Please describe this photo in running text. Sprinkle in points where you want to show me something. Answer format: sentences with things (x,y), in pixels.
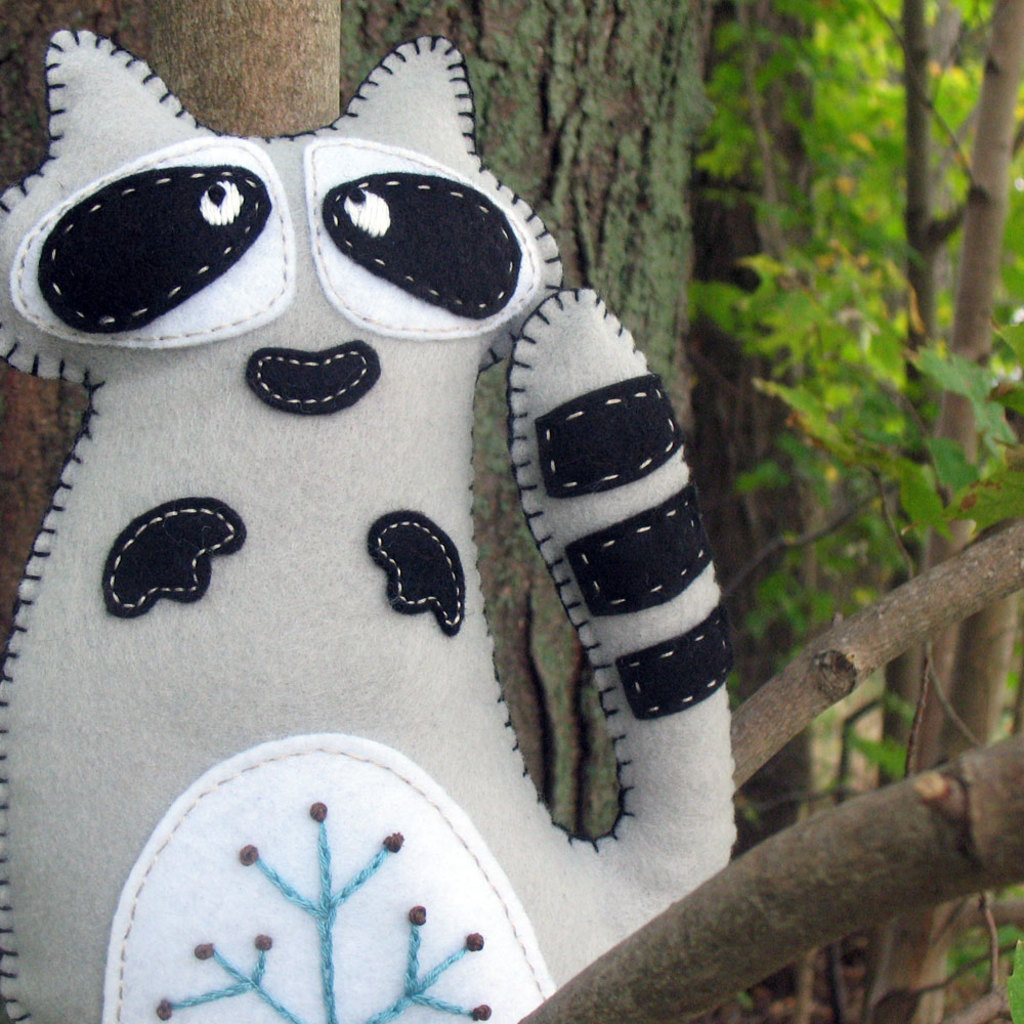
It is a doll (231,628) in the shape of a raccoon (336,604) in white color. On the right side (930,491) there are trees (956,648) in this image.
